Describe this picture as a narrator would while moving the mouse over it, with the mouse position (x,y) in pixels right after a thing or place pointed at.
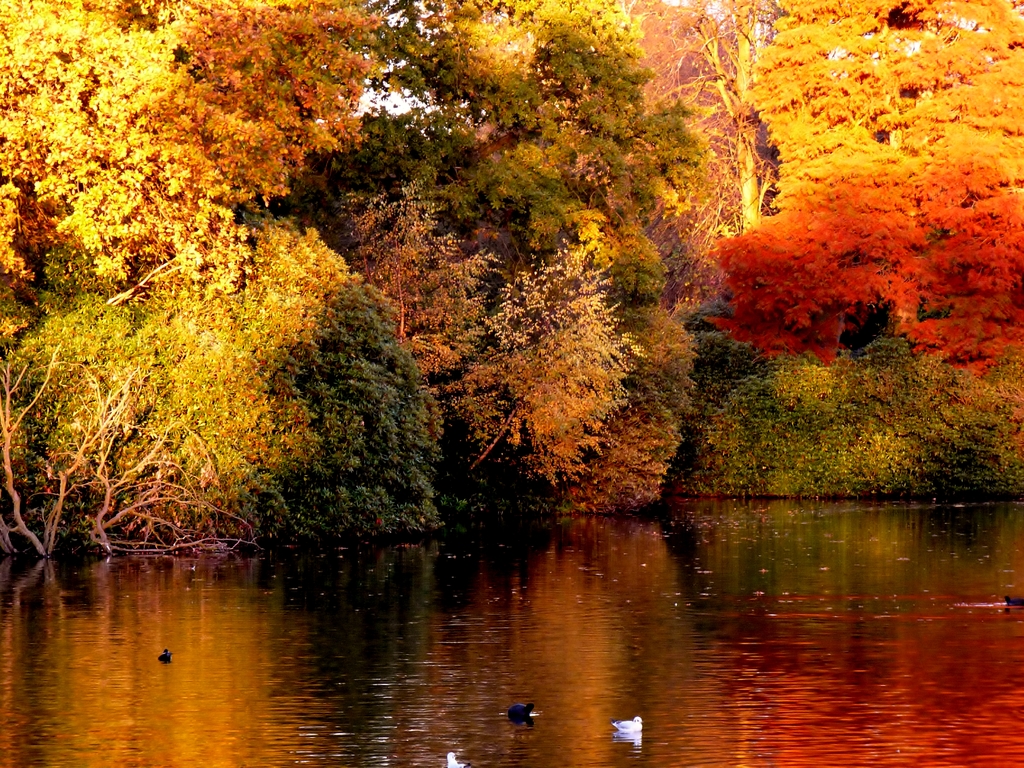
In this image there are ducks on the surface of the water (527,693). Background (781,88) there are trees (609,168).
